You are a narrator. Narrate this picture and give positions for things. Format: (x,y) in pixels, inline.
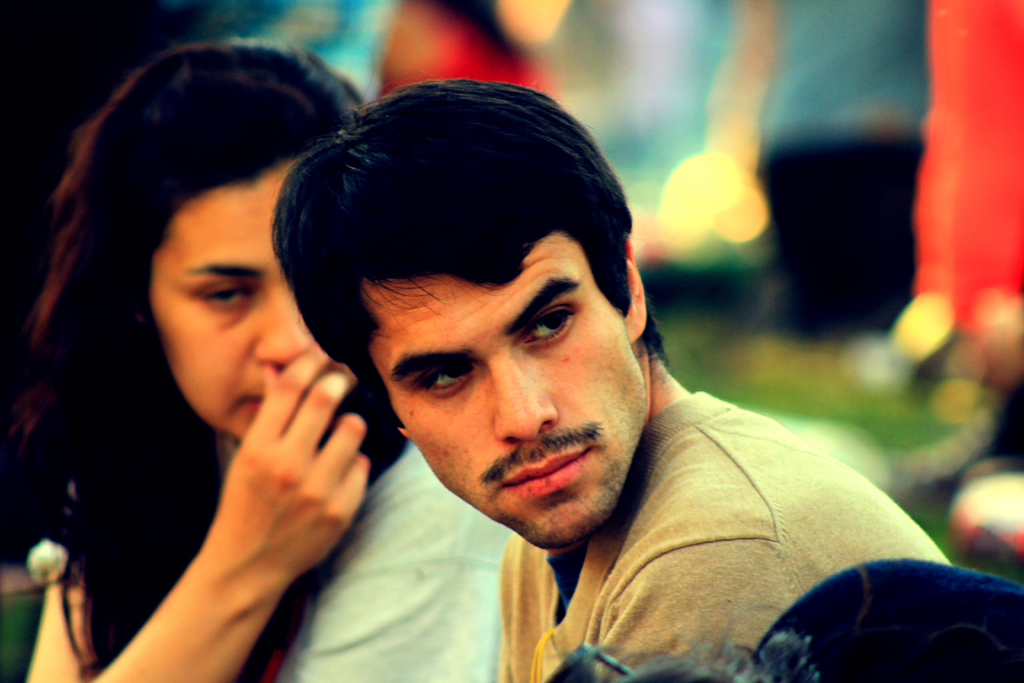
In this image we can see a man (631,576) and woman (247,279). Background (772,28) it is blur.
